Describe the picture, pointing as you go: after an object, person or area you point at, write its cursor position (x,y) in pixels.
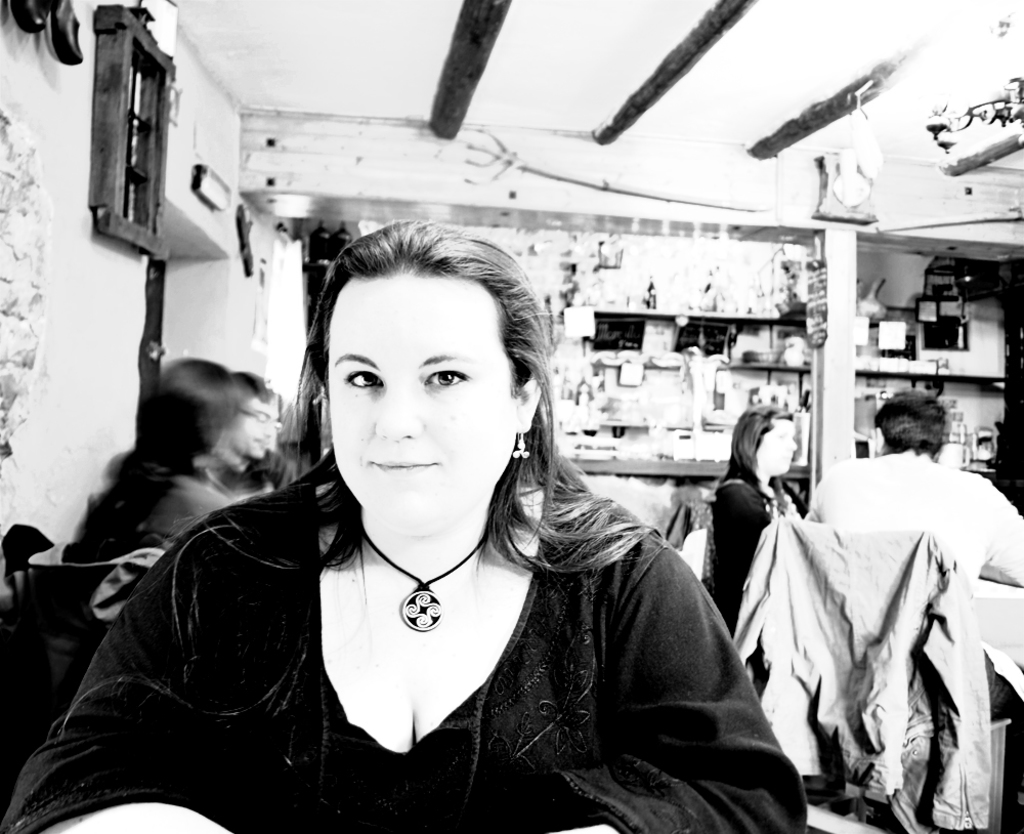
In this picture we can see few people (449,376), they are all sitting on the chairs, in the middle of the image (467,426) we can see a woman (480,486), she is smiling, behind her we can see few things (957,435) in the racks (937,371) and it is a black and white photography.
